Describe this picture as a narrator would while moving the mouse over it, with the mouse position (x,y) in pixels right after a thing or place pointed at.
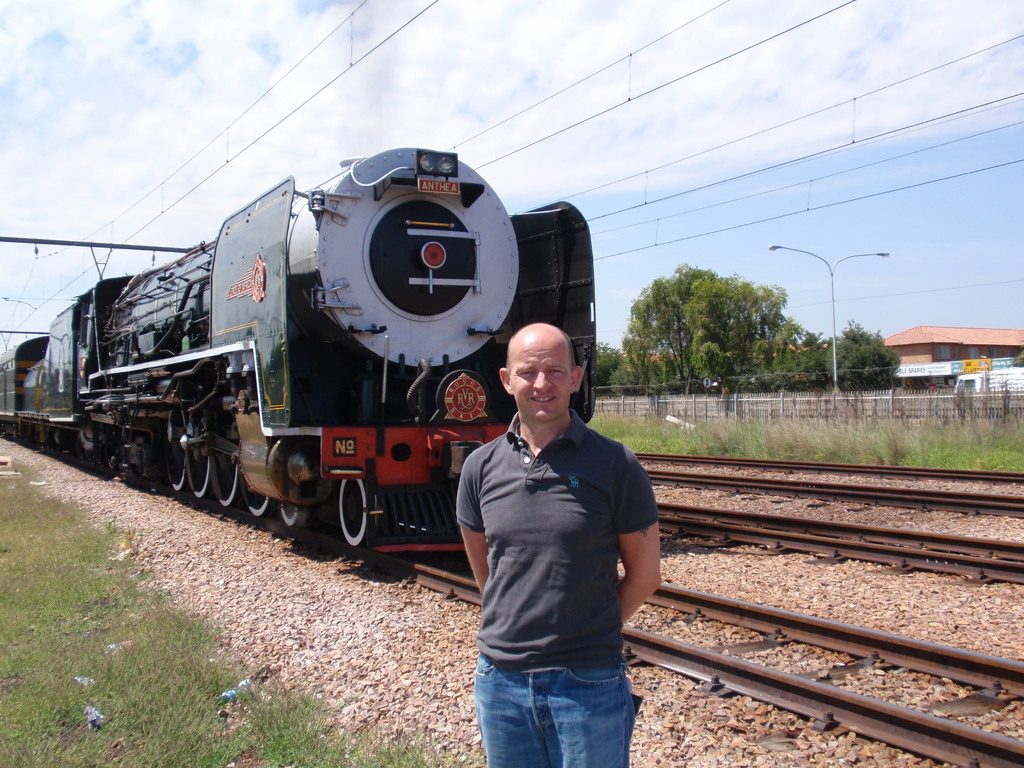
In the picture I can see a man (511,474) is standing. In the background (368,451) I can see a train (345,381) on a railway track (708,626). I can also see the grass (824,439), fence (836,397), railway tracks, trees (790,370), street lights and buildings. In the background (172,125) I can see wires (209,142) and the sky (200,173).
